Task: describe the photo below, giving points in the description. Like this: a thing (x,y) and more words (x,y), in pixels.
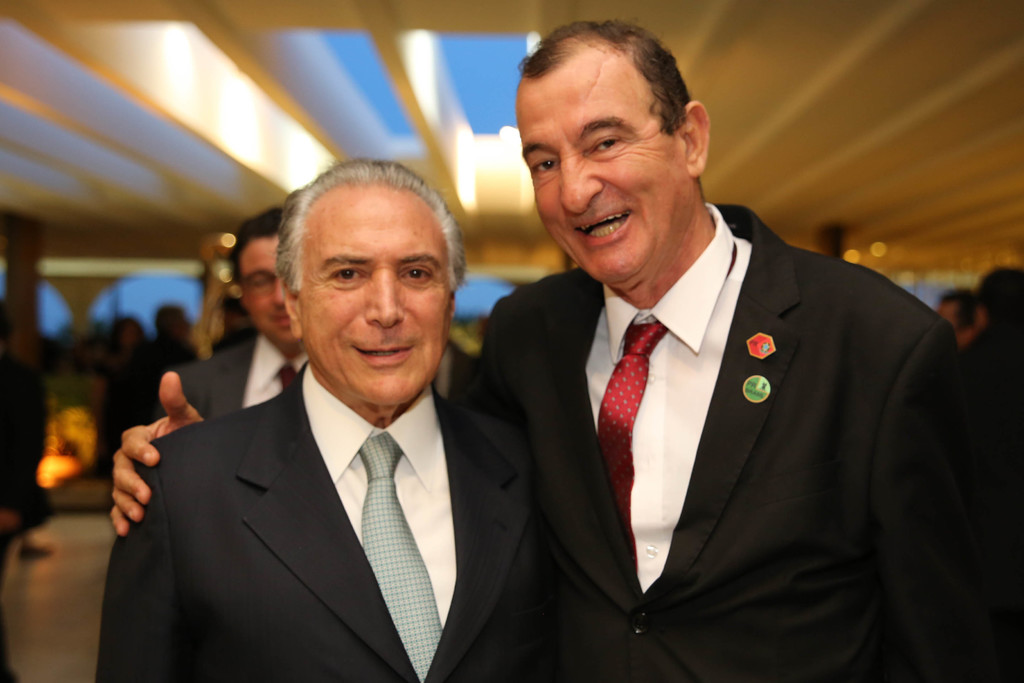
There are two men (600,410) standing and wore suits (576,441), ties (371,493) and shirts (712,273). Background (246,359) we can see people (248,345) and floor (61,569).
